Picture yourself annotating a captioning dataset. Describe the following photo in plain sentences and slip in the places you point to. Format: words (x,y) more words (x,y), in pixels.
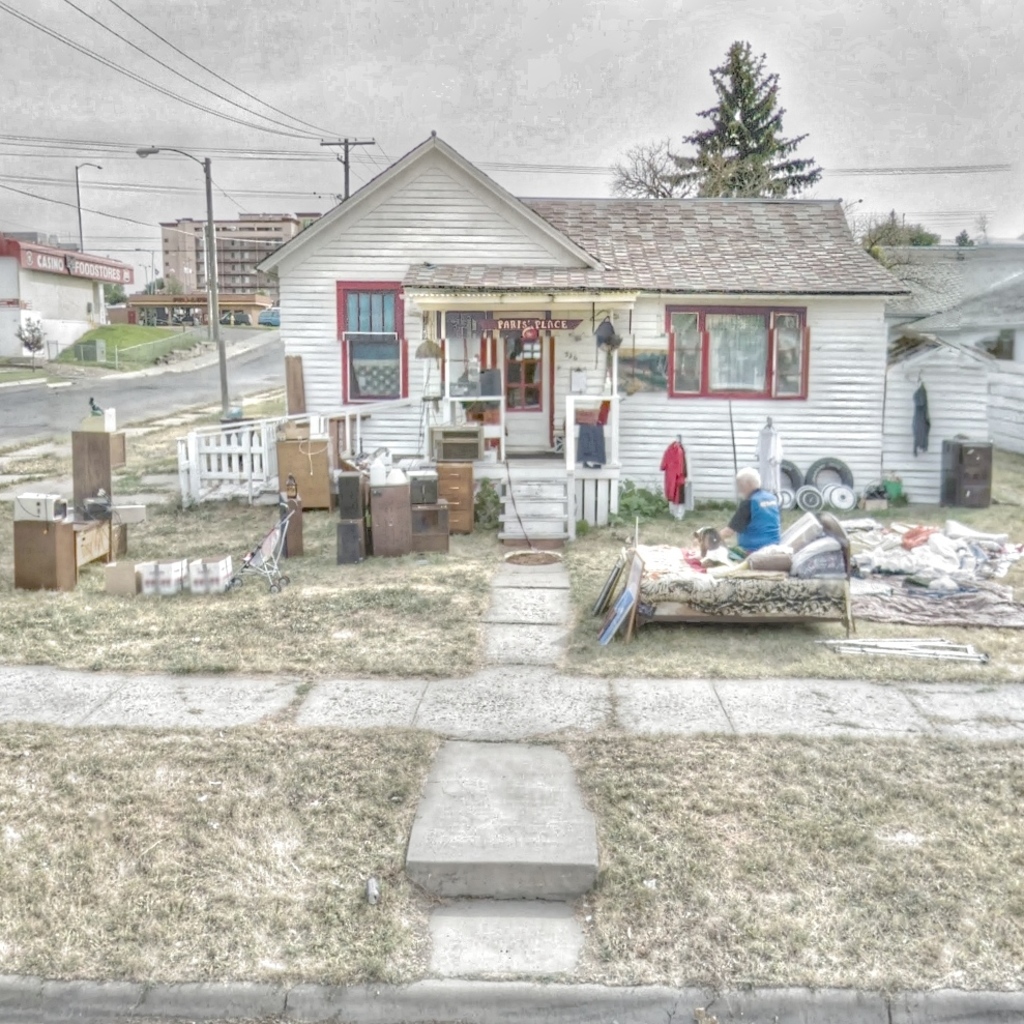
In this image we can see houses (554,488). in front of the one house (500,492) furniture (406,511) is there. On the bed (756,580) one person (760,526) is sitting. Bottom of the image (291,909) dry grass (231,895) is there. Background of the image (172,186) trees (706,146), poles (208,182) and wires (183,79) are there.
